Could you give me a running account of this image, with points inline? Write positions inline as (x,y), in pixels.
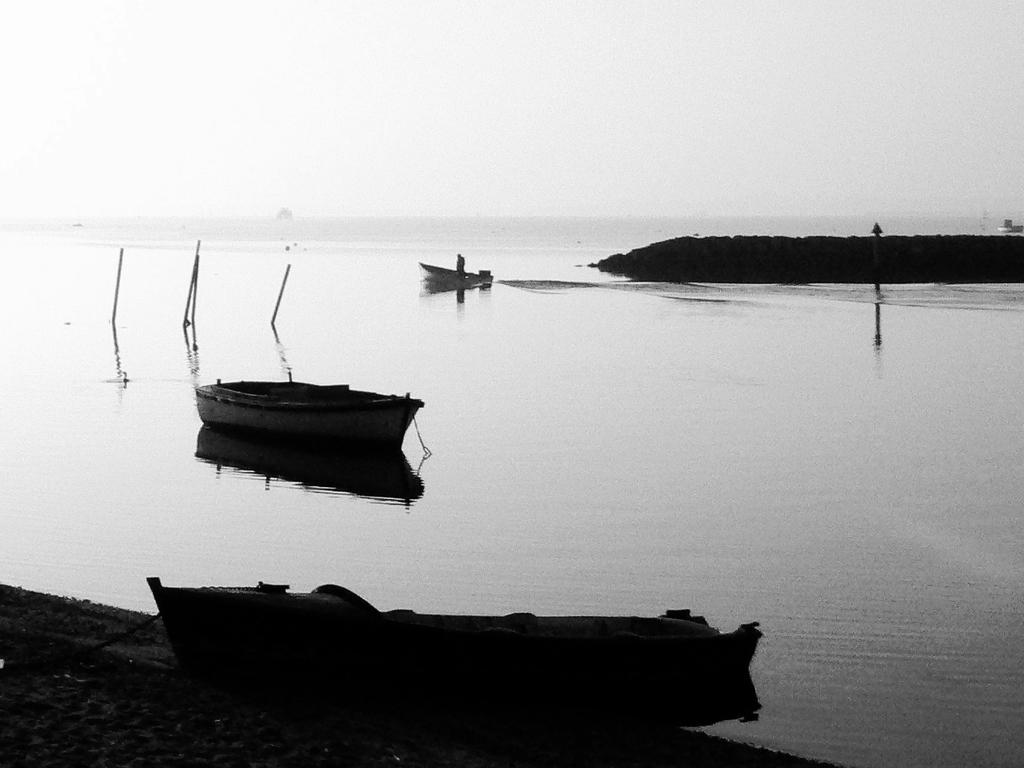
In this picture we can see few boats (451,641) and water (608,375), it is a black and white photography.
